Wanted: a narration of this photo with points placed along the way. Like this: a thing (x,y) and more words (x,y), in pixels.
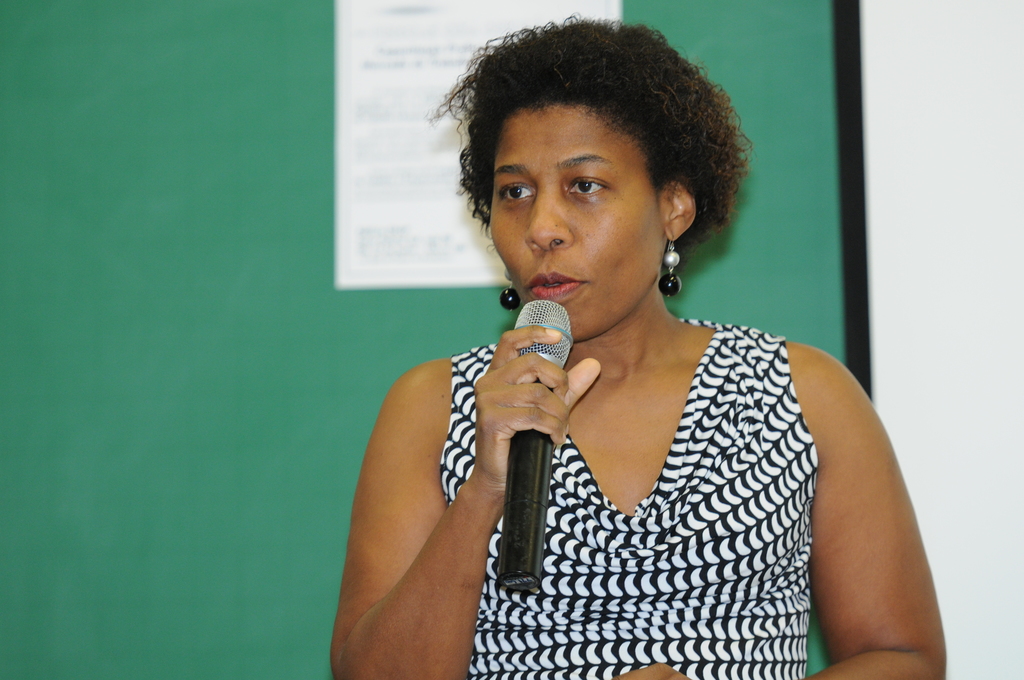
In the image we can see a woman (683,511) wearing clothes (718,371) and earrings (667,291). She is holding a microphone (526,468) in her hand (481,482), the background (889,208) is blurred, this is a paper (396,182) stick to the wall (326,97).
